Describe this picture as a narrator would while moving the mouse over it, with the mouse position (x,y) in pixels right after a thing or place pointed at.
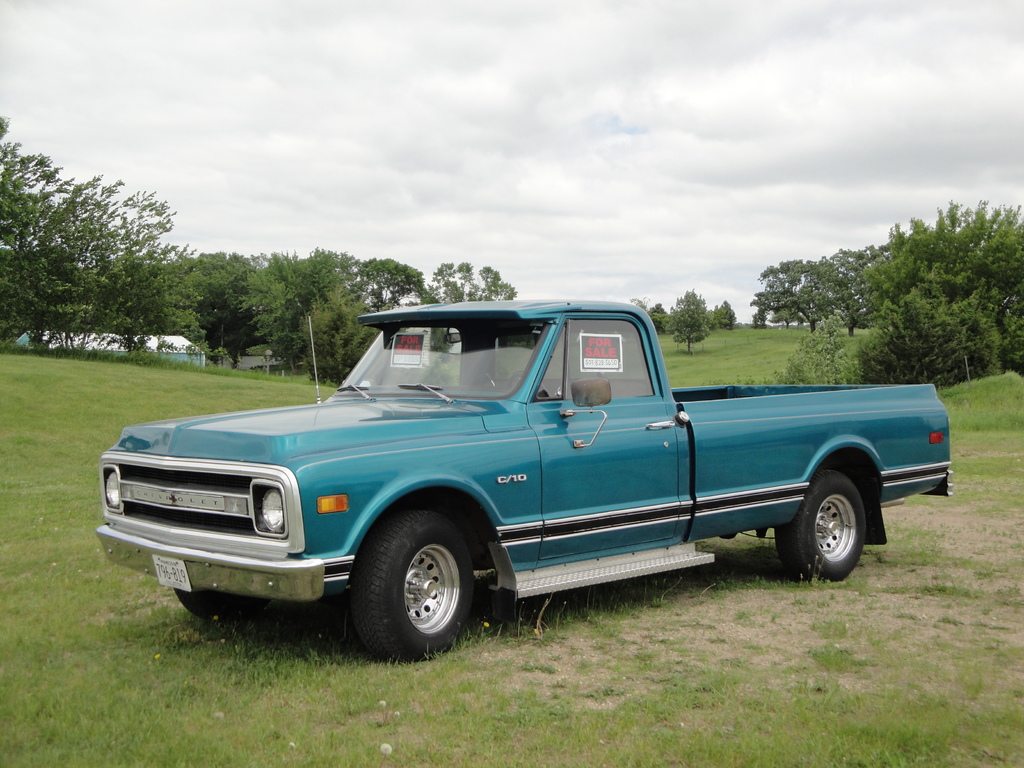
In the foreground of this image (533,560), there is a vehicle (718,532) on the grass (720,587). In the background (819,278), there are trees (180,323), grassland (50,352), a house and the sky (510,126).
